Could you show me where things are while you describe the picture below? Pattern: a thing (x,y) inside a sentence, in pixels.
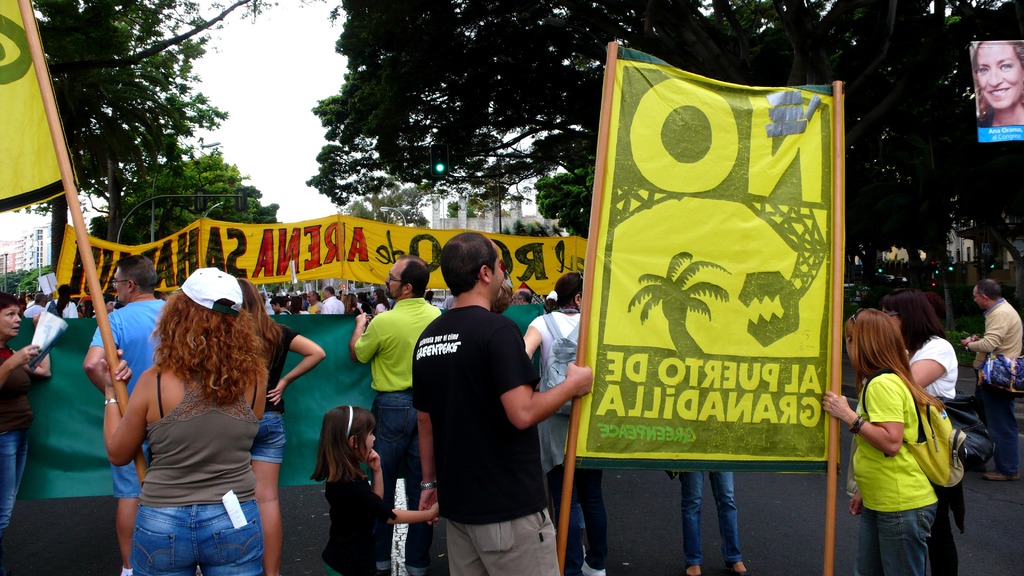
In this picture I can see buildings (12,258), trees (759,13) and few of them (401,337) holding banners (603,256) and I can see text (192,258) on the banners (804,200) and few pictures (667,206) and a woman (14,309) holding papers (52,330) and few of them (1006,438) wore bags (936,442) and a cloudy sky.
